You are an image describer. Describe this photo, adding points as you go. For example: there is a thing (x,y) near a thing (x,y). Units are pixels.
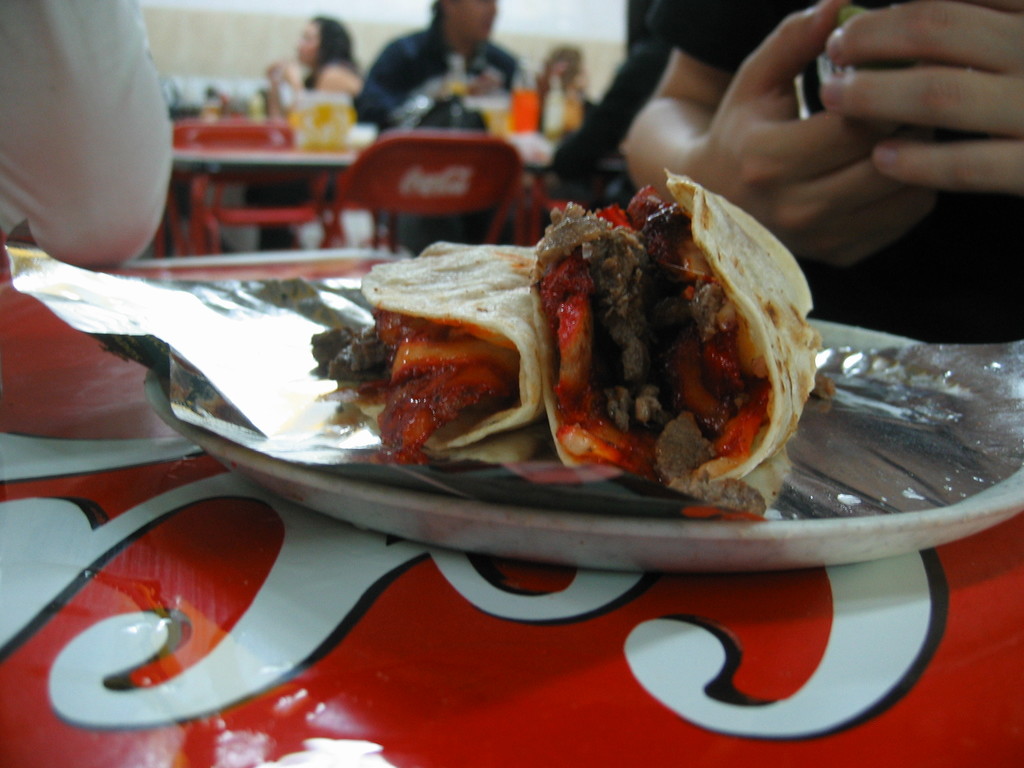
In this image, we can see some food (568,406) on the silver foil (271,388). Here there is a plate (723,550) and some text (864,686) on the red surface (429,647). Top of the image (415,196), we can see few people (19,126), chairs (426,155), table (523,161) and few objects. Here there is a wall (241,31). On the right side (908,54) top corner, we can see a person (858,75) is holding an object (838,70).
